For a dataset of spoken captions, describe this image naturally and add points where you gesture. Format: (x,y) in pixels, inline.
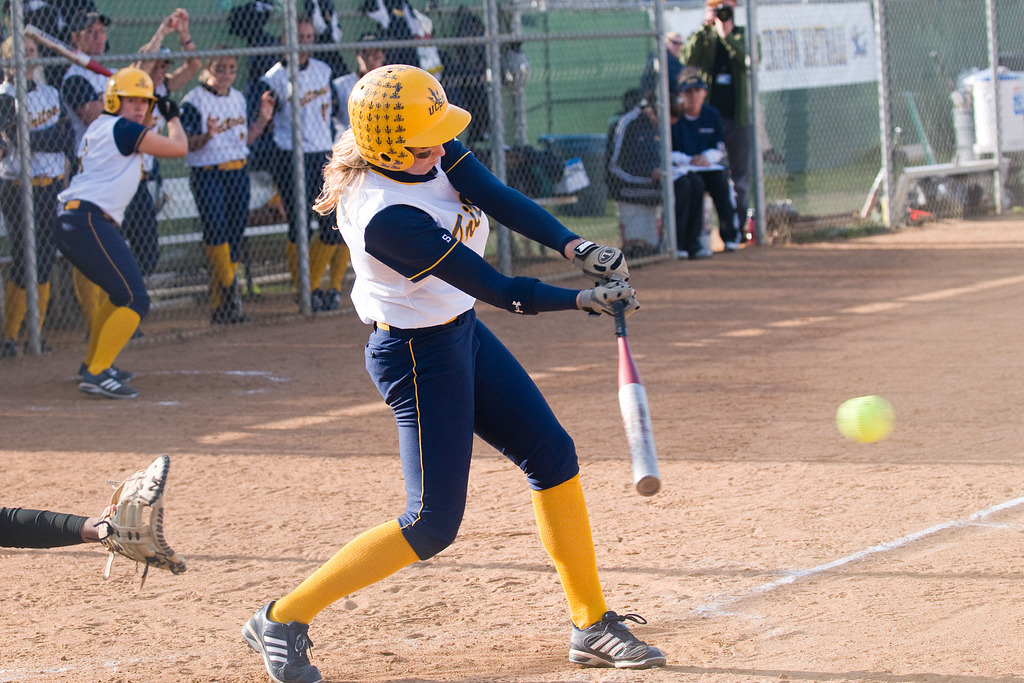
In the middle of the image (517,394) a woman (591,575) wore a helmet (417,98) and holding a bat (620,307). Near the bat (629,446) ball (865,421) is in the air. In the background of the image (967,145) there is a mesh (630,89). Through this mesh (312,129) we can see people (233,77), hoarding (845,21), bench (193,206), bat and things (920,136).
